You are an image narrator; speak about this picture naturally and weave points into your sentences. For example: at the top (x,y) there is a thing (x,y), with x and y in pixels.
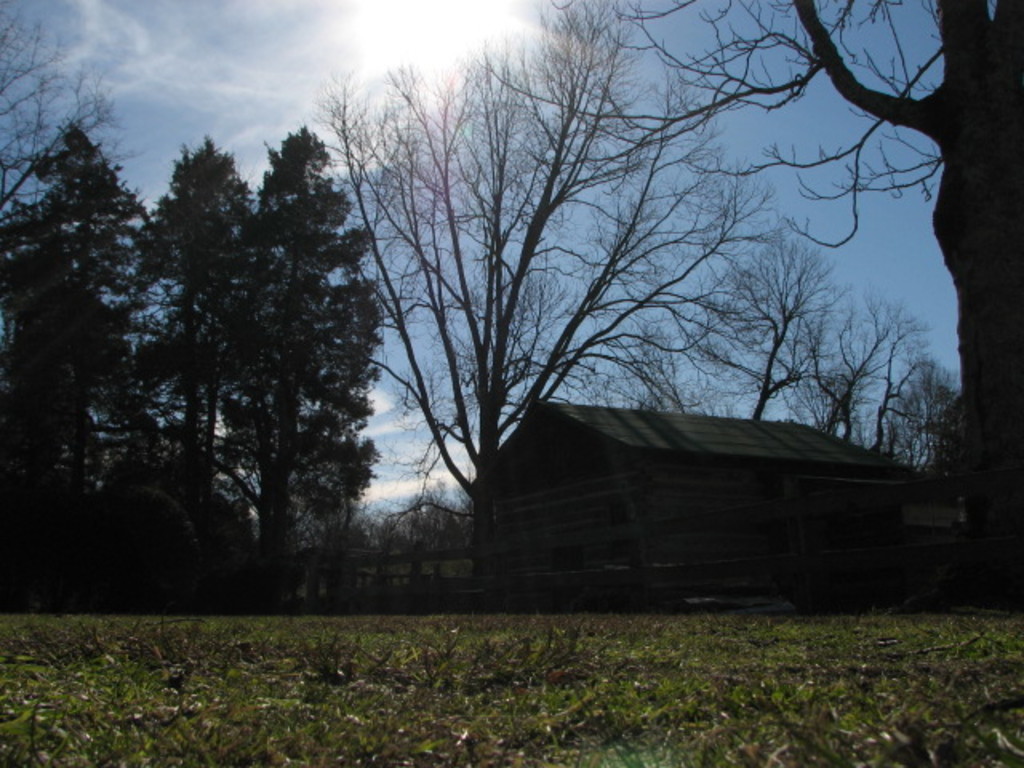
These are the trees (384,301) with branches (742,362) and leaves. This looks like a house (556,514). I can see a wooden fence (610,586). This is the grass (417,669). These are the clouds (244,59) in the sky (473,53).
